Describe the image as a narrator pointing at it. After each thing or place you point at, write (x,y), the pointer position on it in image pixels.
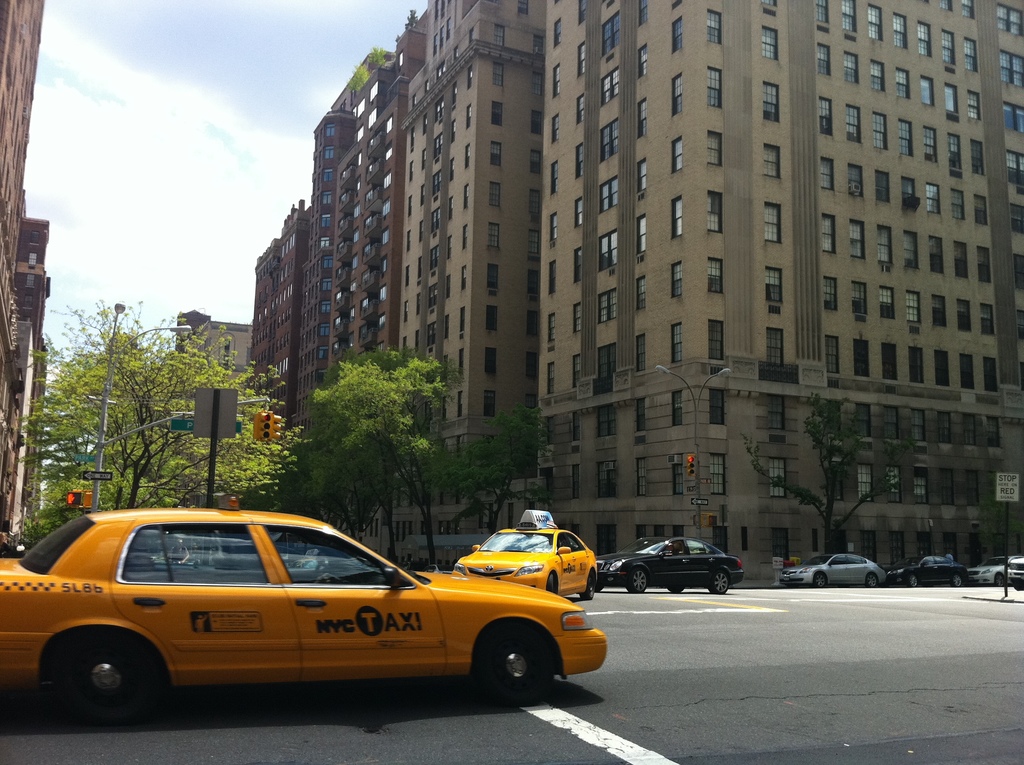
In this image there is a road (788,654) few vehicles (584,627) are moving, on the right side (878,272) there are buildings (758,380), trees (803,492) and pole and in the left side (339,468) there are trees (39,529), buildings (30,386), poles (155,425) and in the top (179,111) there is a sky (165,142).
